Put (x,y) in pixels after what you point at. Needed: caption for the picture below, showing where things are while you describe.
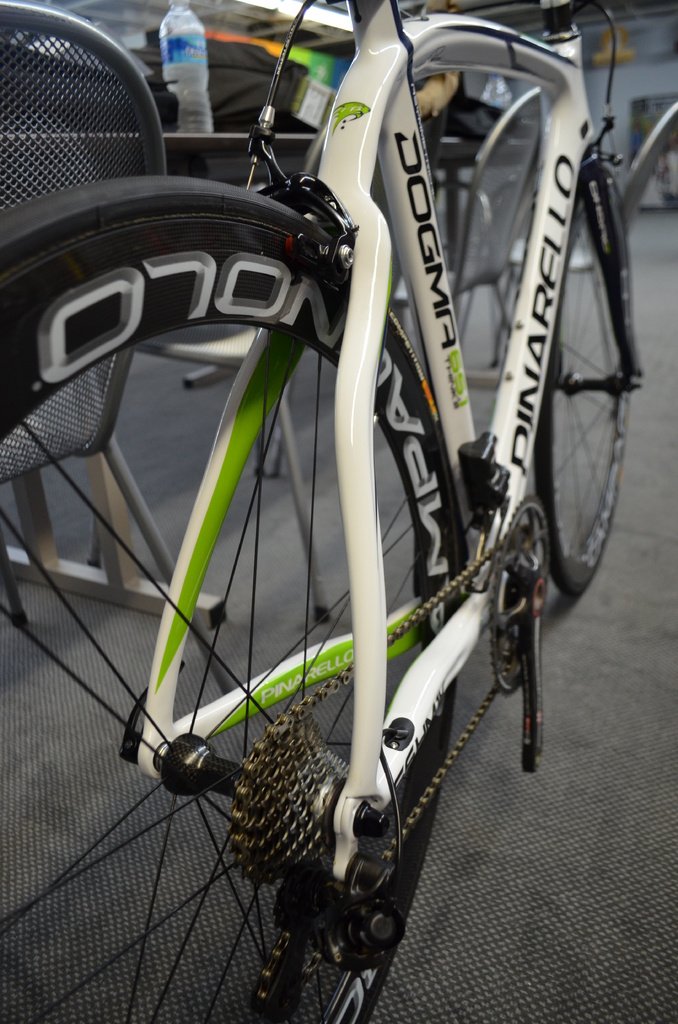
In this image there is a bicycle (271,309), beside the bicycle (185,281) there is a chair (129,74), beside the chair (129,74) there is a bottle of water (182,115) on a table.
